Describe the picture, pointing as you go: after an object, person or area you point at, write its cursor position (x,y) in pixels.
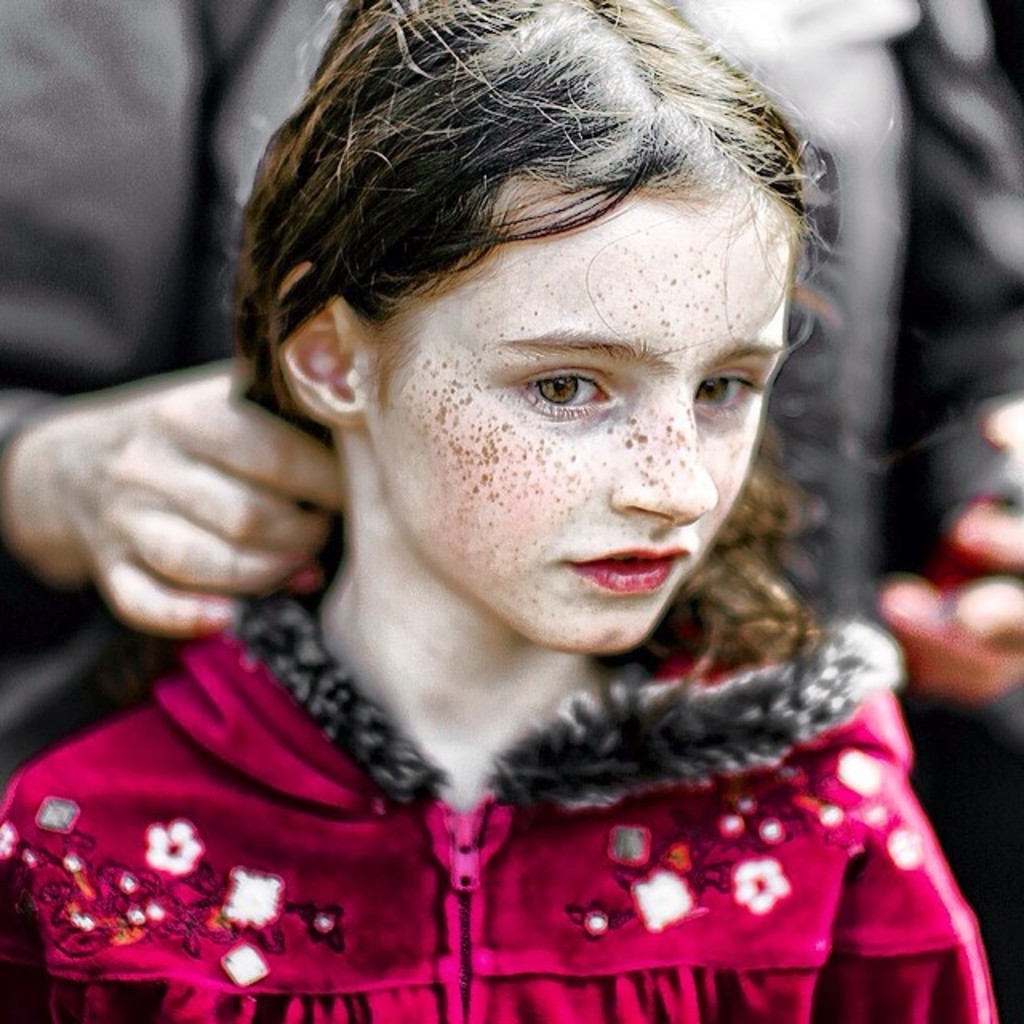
In this image we can see one girl (648,42) in the red dress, one person (797,117) in the background (78,504) truncated holding a girl's hair (672,58) and the background is blurred.
